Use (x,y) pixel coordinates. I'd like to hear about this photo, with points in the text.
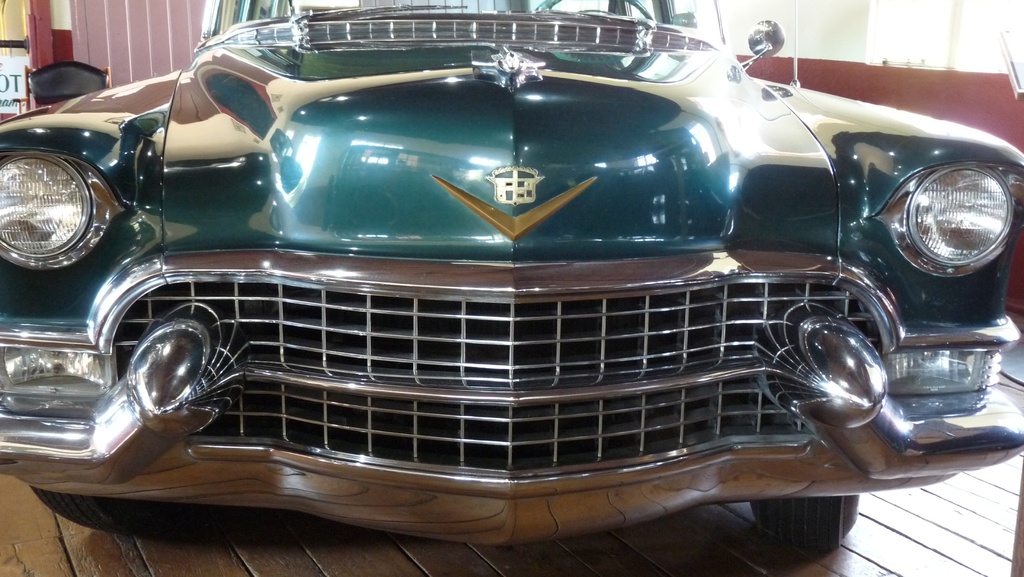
In this image we can see a close view of a car (471,365).
